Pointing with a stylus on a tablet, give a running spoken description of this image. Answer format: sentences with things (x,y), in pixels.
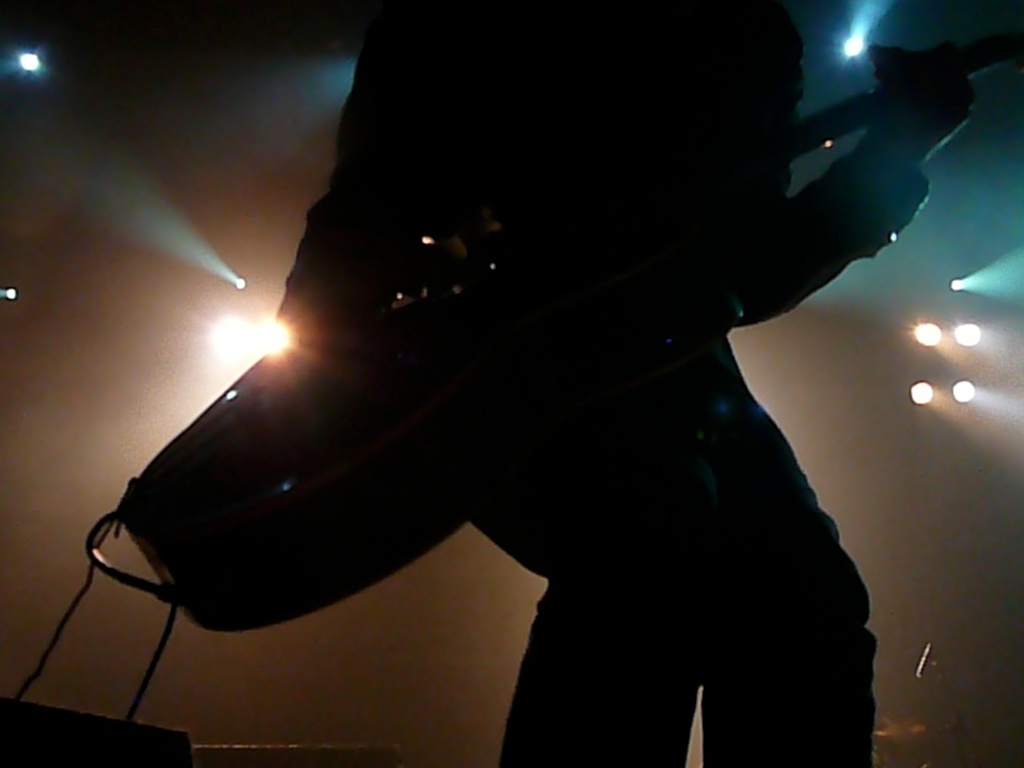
In the picture there is a person (458,251) playing guitar (711,234), there are many lights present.
